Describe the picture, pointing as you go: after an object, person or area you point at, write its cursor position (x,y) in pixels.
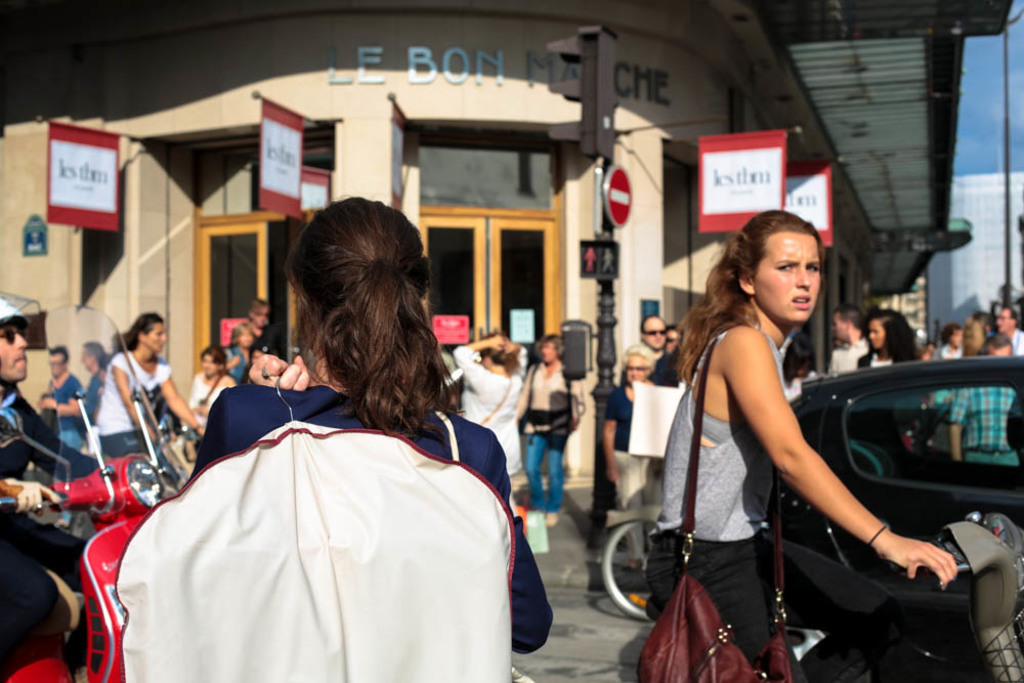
In the picture I can see people (620,496) among them some are standing on the ground (540,563) and some are sitting on vehicles (107,507). I can also see vehicles (176,430), sign boards (269,115) and bicycles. In the background (621,283) I can see buildings (419,17) among them the buildings (450,171) in the front (634,246) has boards (76,198) and something written on it. On the right side (988,101) I can see the sky (974,124).
